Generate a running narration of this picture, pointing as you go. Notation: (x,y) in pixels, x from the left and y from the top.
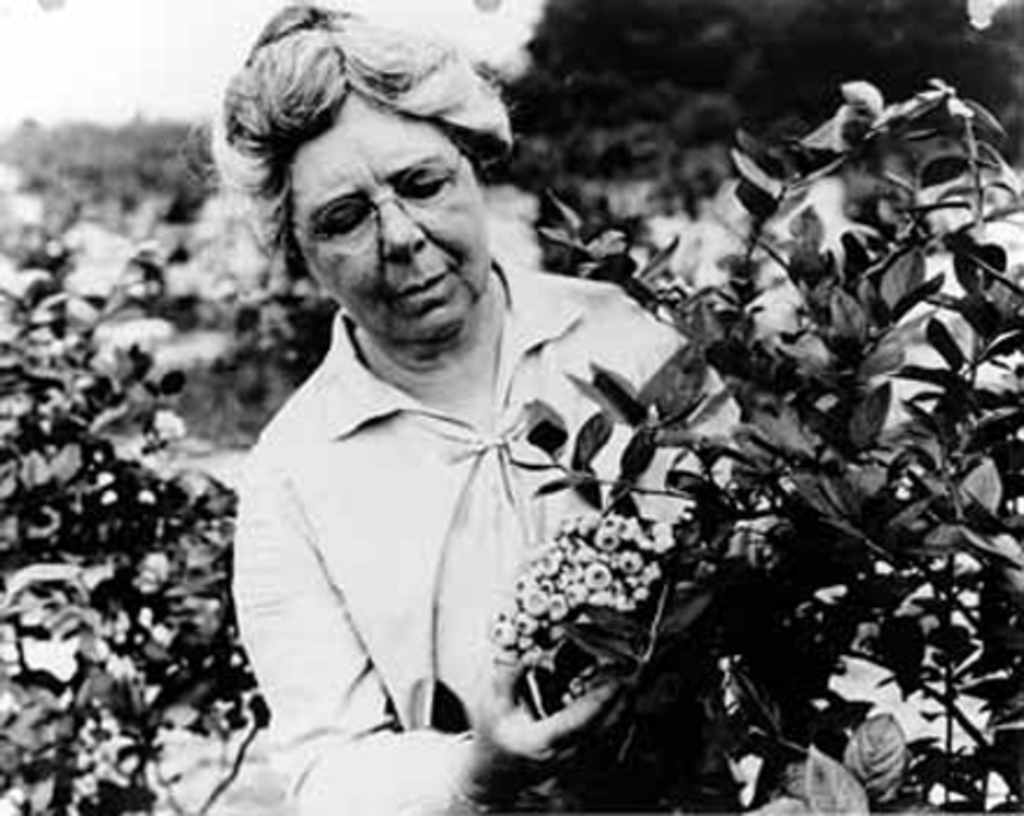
In this image in the center (383,380) there is one woman (411,336) who is standing and she is holding some berries (615,548), and in the background (103,759) there are some plants (922,512).
